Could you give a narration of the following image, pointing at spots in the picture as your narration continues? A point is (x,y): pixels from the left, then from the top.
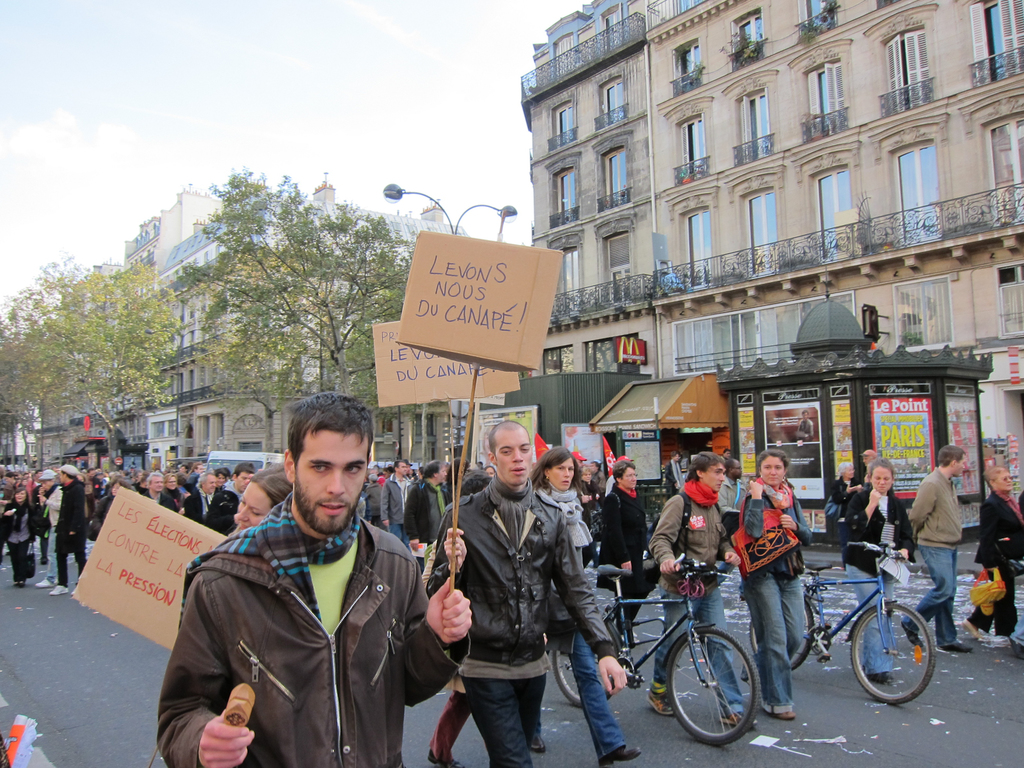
In this image we can see a few people (324,401) on the road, among them some people (512,470) are holding the boards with text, there are some buildings (954,105), bicycles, windows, grille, trees (337,388), posters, plants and lights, in the background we can see the sky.
